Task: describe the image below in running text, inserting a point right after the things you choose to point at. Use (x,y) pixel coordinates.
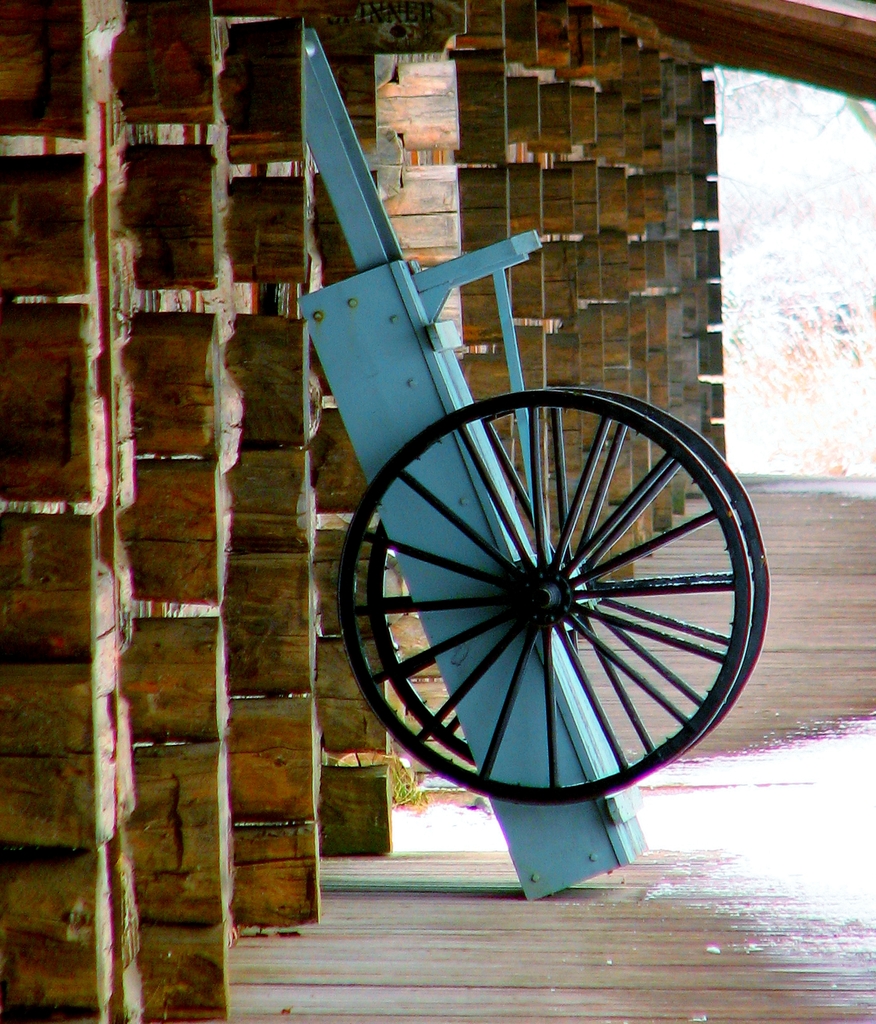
There is a wheel cart (432,580) in the image. The floor (811,747) and wall (633,174) is made of wood (479,104).
